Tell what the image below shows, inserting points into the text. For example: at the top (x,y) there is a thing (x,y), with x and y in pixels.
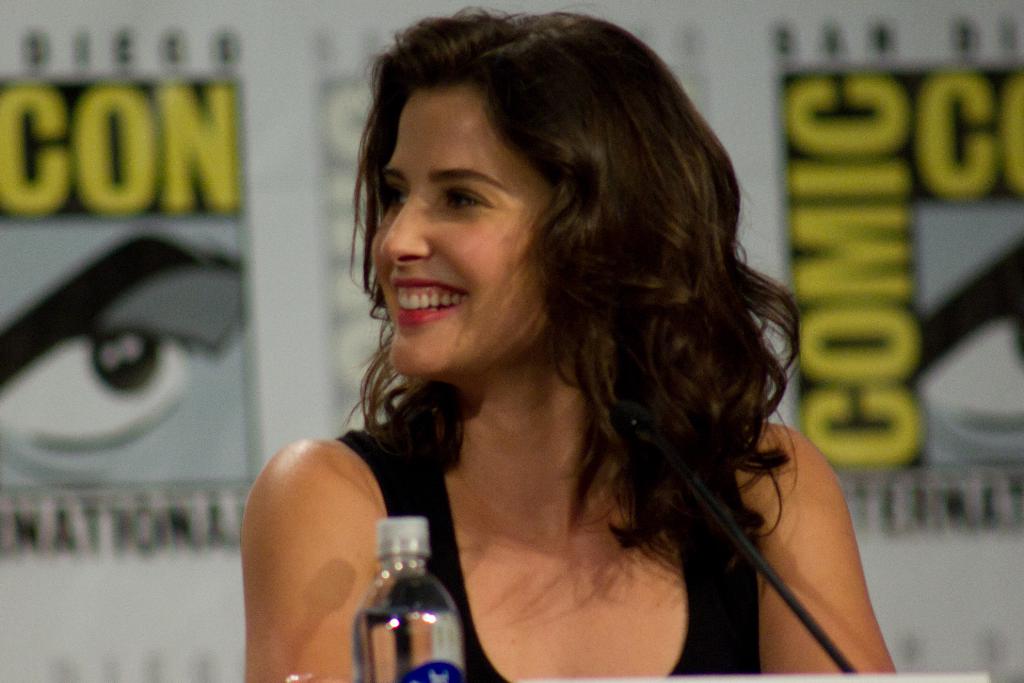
In this image there is a lady person (503,489) wearing black color tank top (436,492) in front of her there is a microphone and water bottle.
